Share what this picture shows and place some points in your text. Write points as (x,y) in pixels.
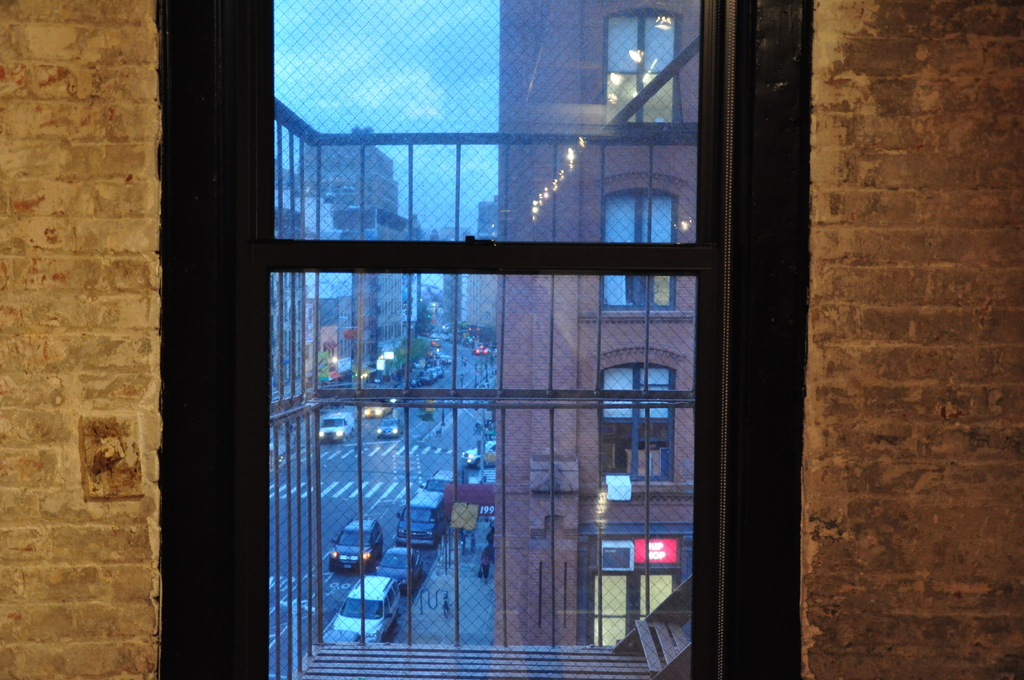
In this picture we can see a wall (883,506), window (202,579), from the window (188,579) we can see vehicles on the road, beside this road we can see people (490,548) on a footpath (460,618), here we can see trees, buildings (483,510), electric poles (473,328) and we can see sky (451,212) in the background (455,215).
